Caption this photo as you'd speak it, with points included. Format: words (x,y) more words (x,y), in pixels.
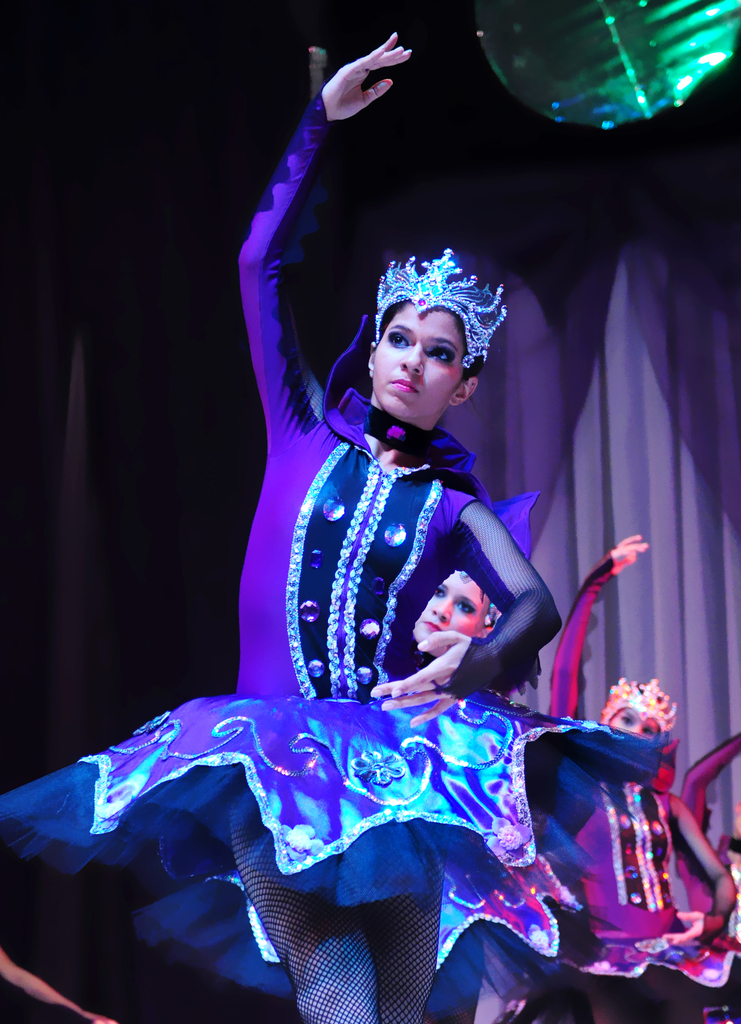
In this image there are few women (465,783) wearing costumes (338,861) and dancing, in the background (710,651) there is a blue curtain (711,504).
